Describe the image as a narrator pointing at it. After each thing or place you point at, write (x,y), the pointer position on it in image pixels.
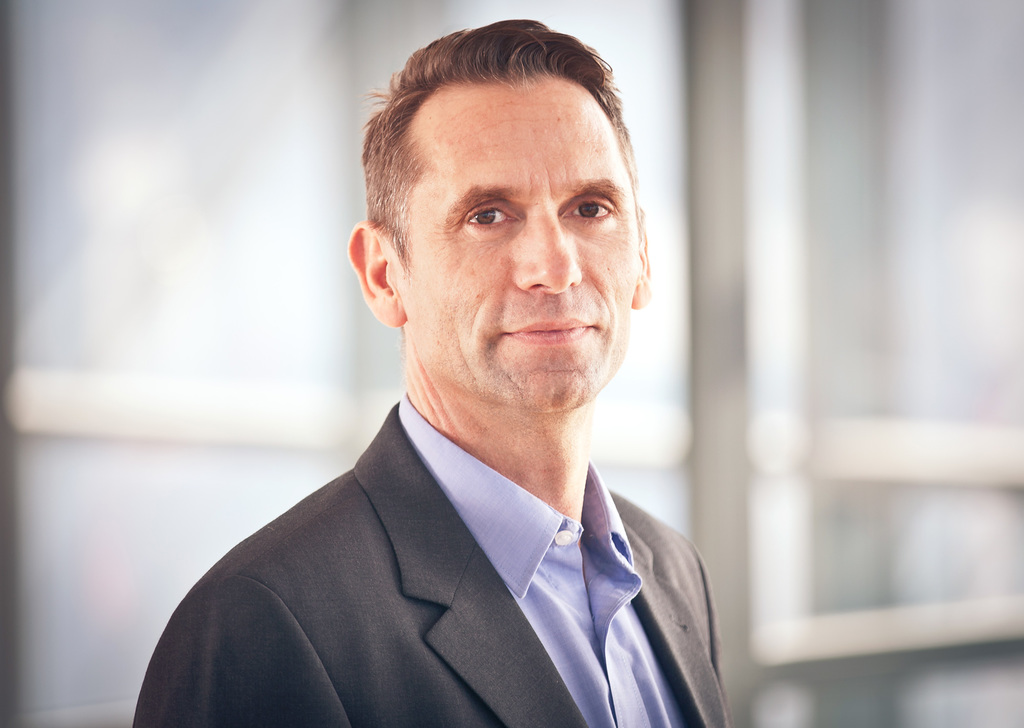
In this image there is a person (537,363) with a smile (580,334) on his face (618,206) is standing.
